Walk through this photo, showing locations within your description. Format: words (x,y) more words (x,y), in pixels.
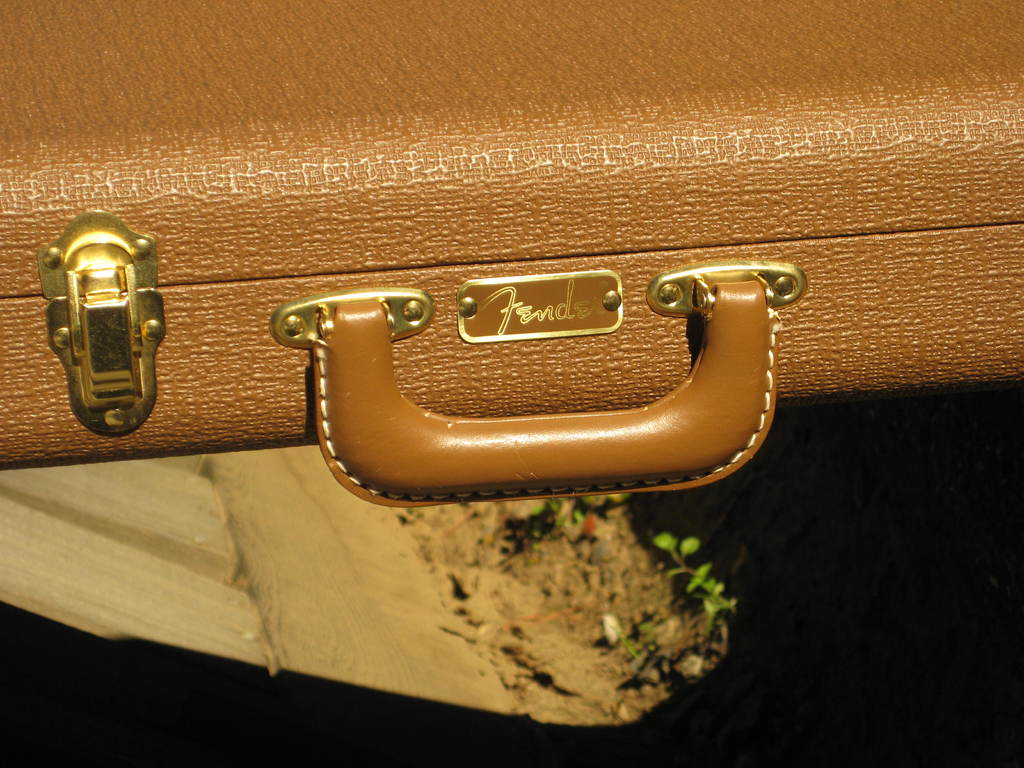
In this image we can see a guitar case (616,457). This is a locker (161,319) on the left side (126,306) and this is a handle (328,362) which is in the center (574,432).
